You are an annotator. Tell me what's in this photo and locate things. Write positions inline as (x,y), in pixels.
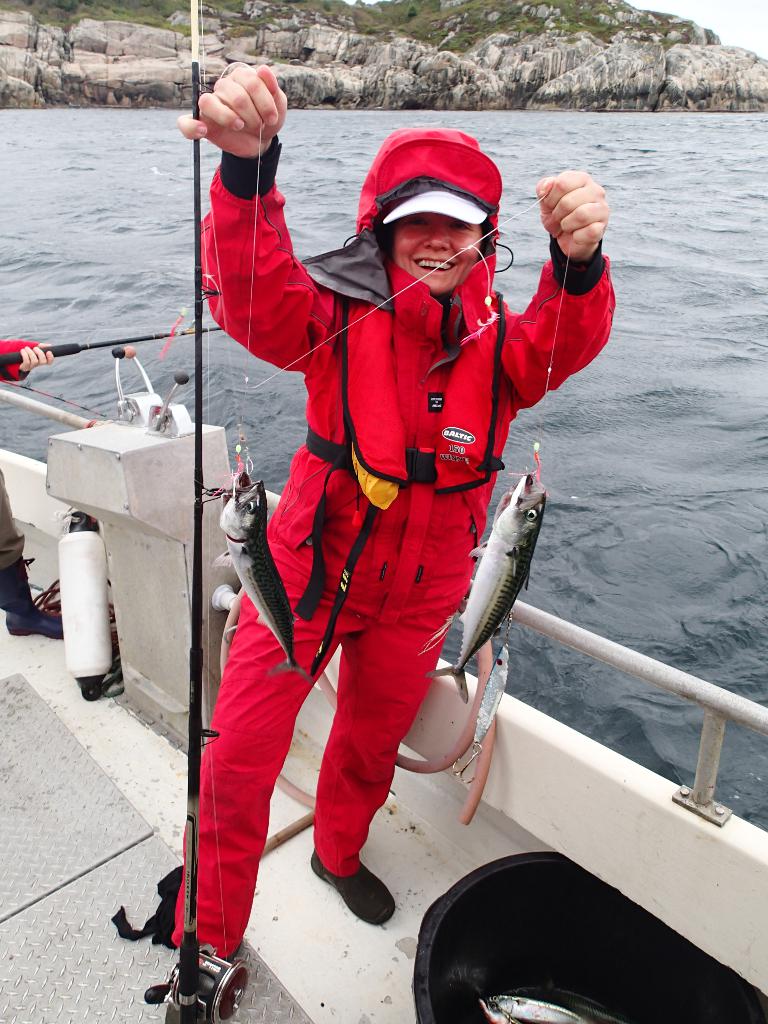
There is a lady (318,489) wearing a red color dress (390,517) with cap (442,202). She is holding fish ropes (236,456) with fishes (246,565) on a fish rod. She is standing on a boat (269,934). On the left side (24,350) we can see a person (41,353) holding a fishing rod (74,351). In the back (120,150) there is water (643,336) and hill (446,67) with rocks (317,76).
